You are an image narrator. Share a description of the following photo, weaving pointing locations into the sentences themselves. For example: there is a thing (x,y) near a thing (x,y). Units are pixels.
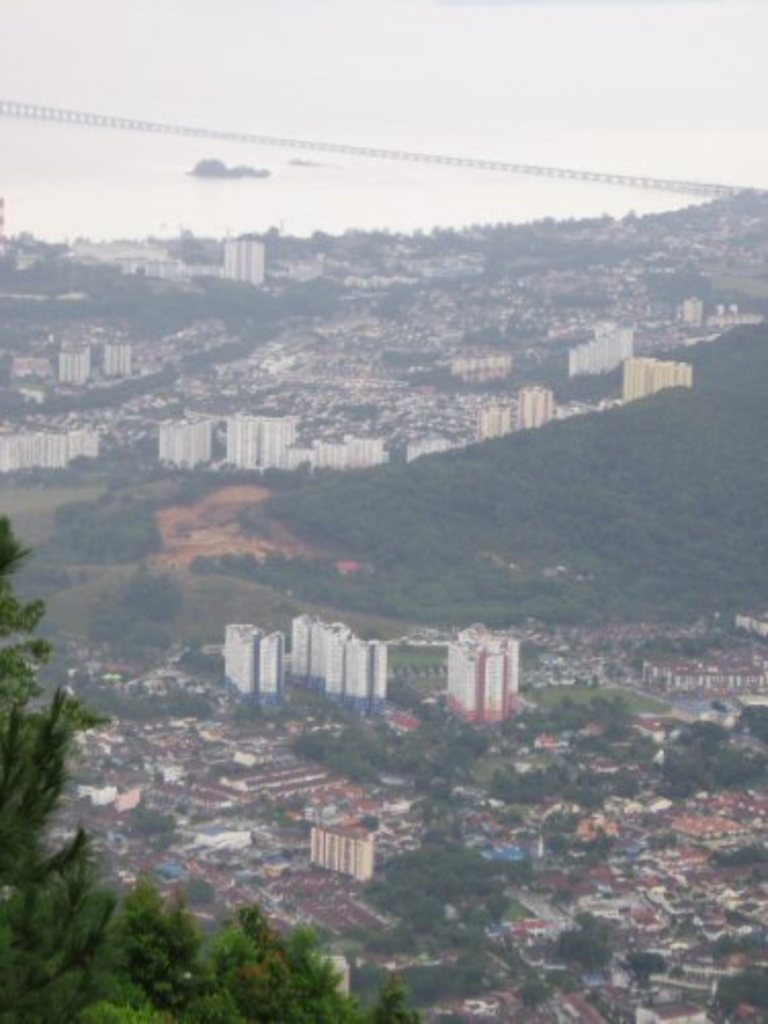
This is an aerial view of an image where we can see the trees (277,990) on the left side of the image (85,946) and we can see many buildings (616,916), trees (741,768), water (121,165) and the bridge (94,121) in the background (419,190).
